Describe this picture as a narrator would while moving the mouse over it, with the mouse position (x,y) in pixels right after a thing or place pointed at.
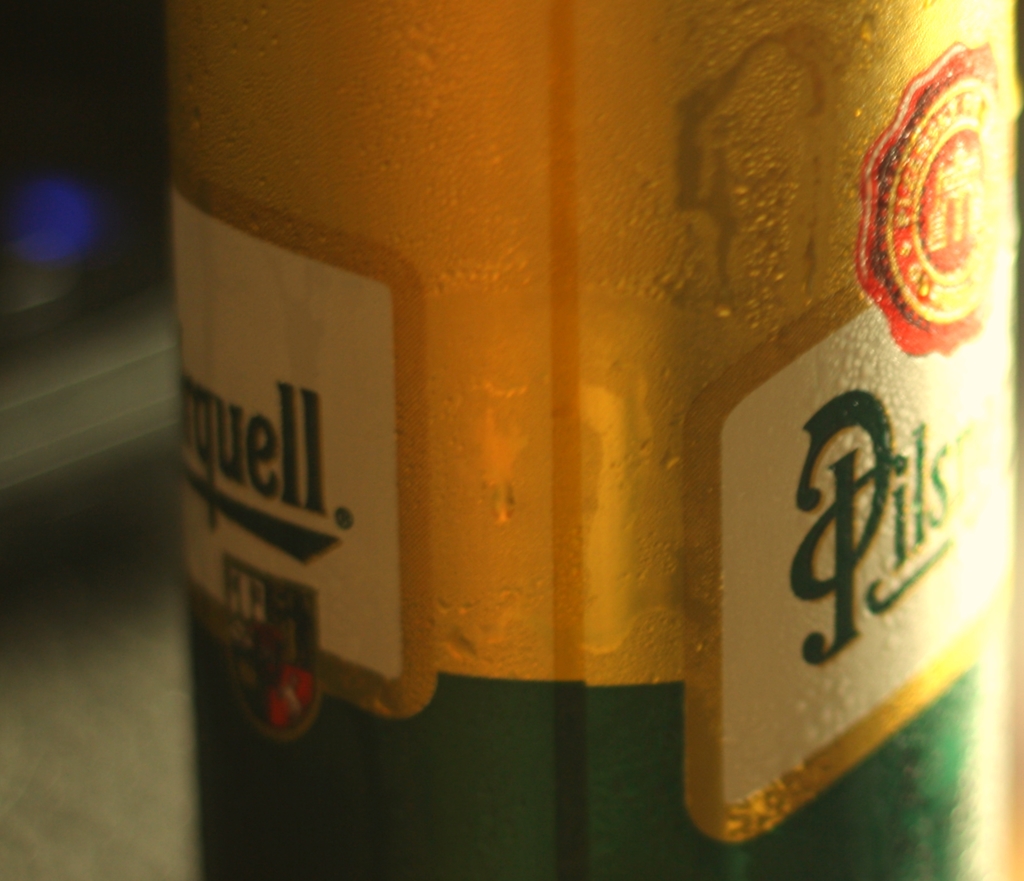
In this image we can see a bottle (217,749) which is placed on the surface (129,767).
